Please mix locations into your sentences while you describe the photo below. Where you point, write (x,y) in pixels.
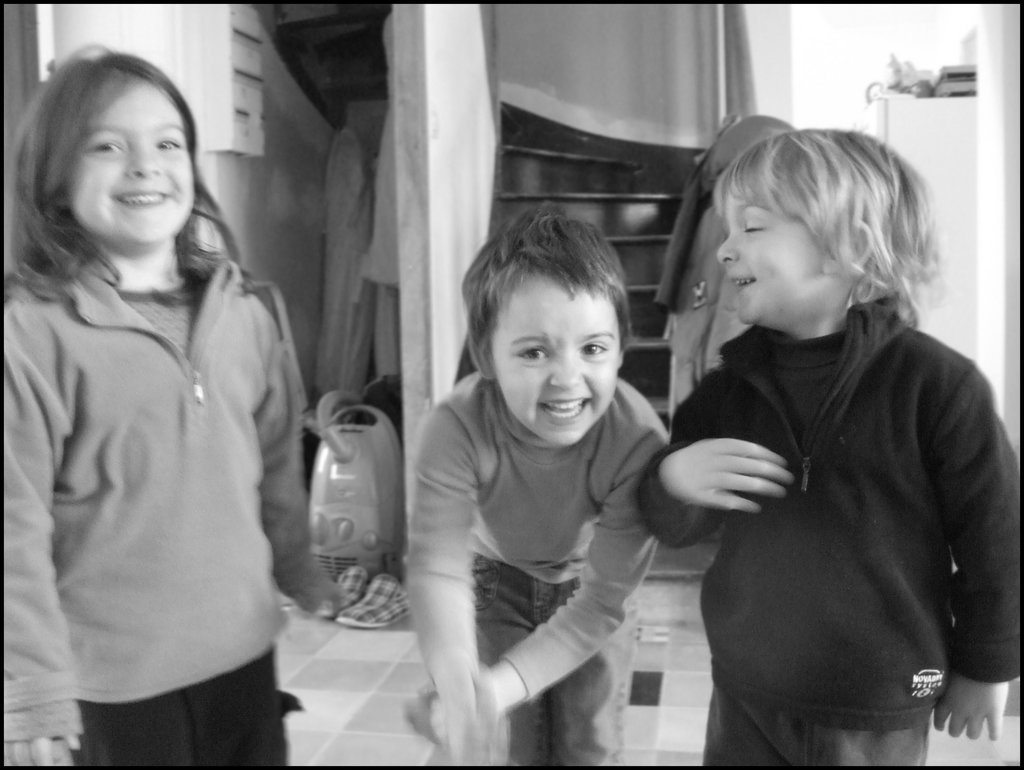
In this black and white image there are three children's (615,431) with a smile on their face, behind them there are stairs (527,205) and few objects (332,506), pair of shoes (388,586) on the floor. On the right side of the image (936,316) it's look like a refrigerator (926,135) and there are few objects (916,80) on top of it, behind that there is a wall (859,43).
